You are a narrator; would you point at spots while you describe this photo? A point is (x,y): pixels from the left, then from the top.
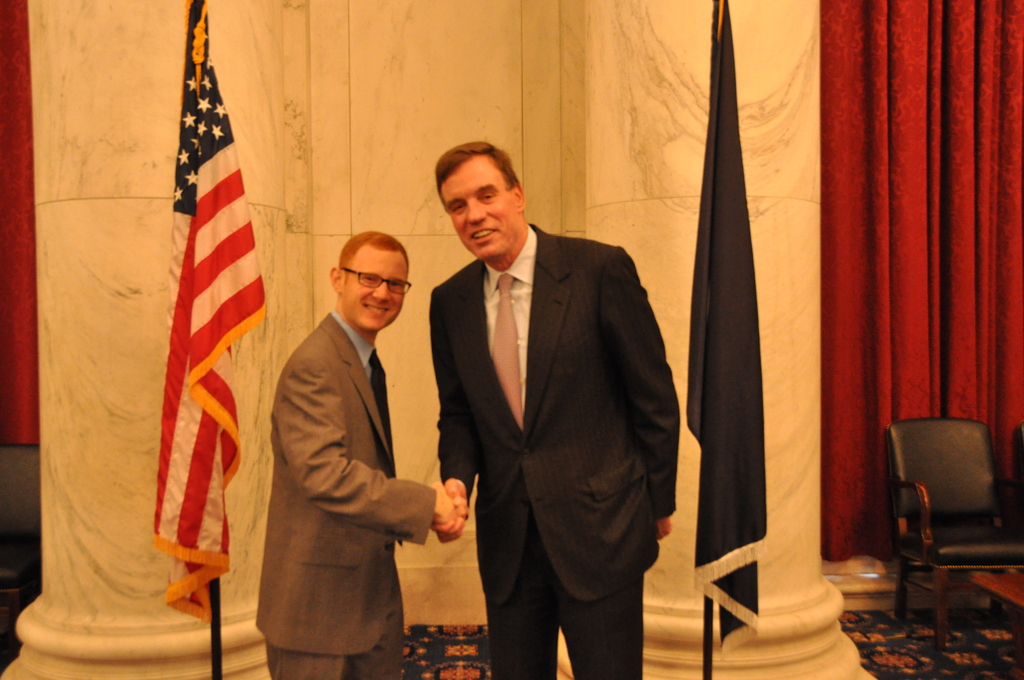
In this image I can see two men (638,426) with smile on their faces (361,300). In the background (202,360) I can see two flags (229,378) with white wall (450,101).
